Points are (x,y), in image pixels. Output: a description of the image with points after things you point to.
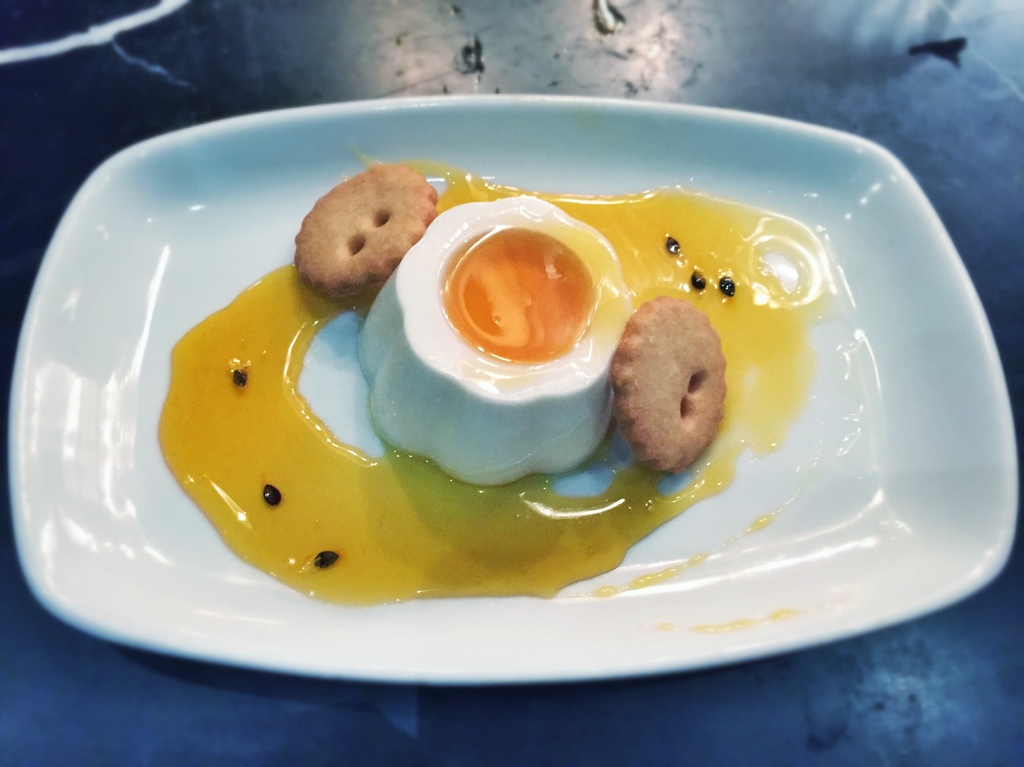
These are the food items (537,410) in a white color plate (754,501).
